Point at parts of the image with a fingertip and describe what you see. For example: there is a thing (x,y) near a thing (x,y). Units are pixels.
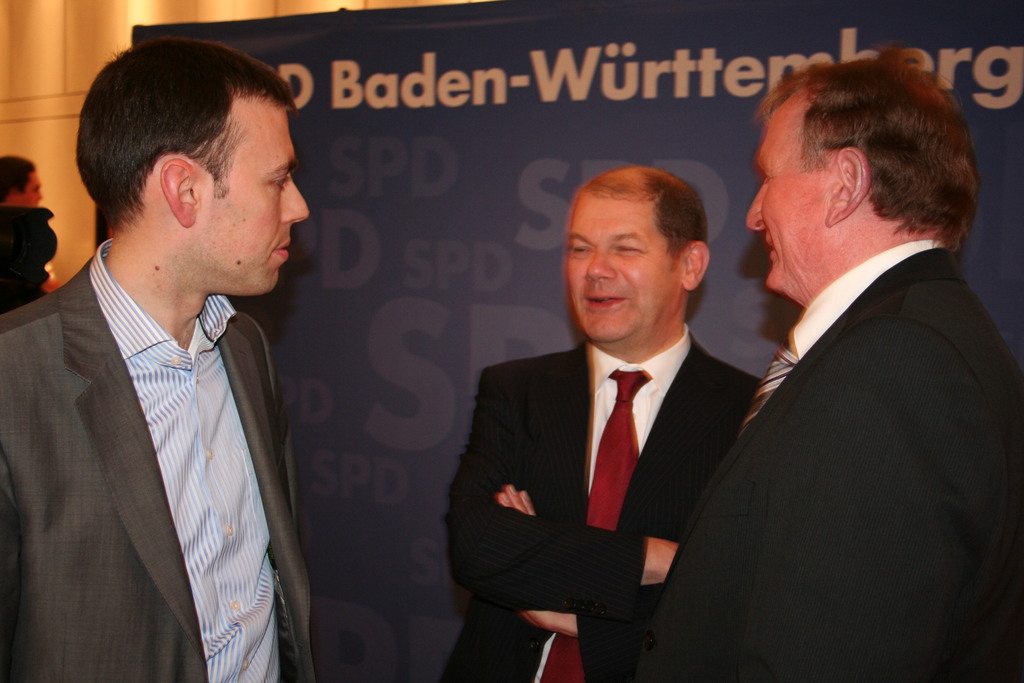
In this image I can see a group of people (287,643) standing behind them there is a banner (332,654).
